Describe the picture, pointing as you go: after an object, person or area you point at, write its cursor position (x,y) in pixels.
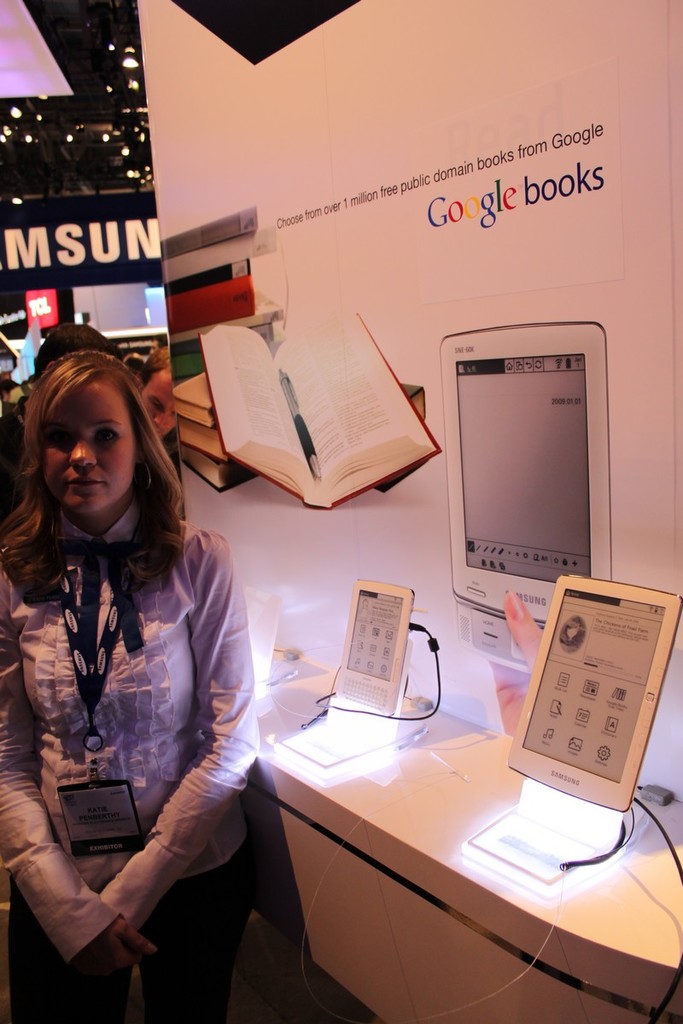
In the picture we can see a woman (104,913) standing near the desk (481,798) and on the desk (573,978) we can see two e-readers (555,674) with wires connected to them and behind them we can see a hoarding (534,532) with a advertisement (221,409) google books and in the background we can see some shop (8,327) and a black color board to it as Samsung.
